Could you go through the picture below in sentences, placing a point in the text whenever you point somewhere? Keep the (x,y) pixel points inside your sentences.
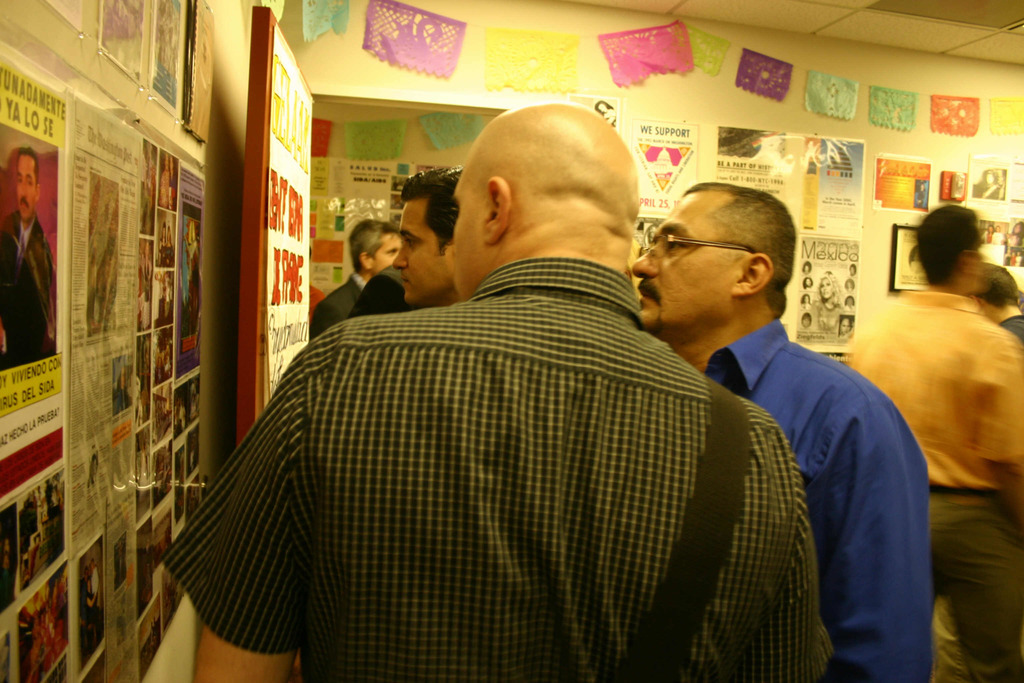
In this image there are people (495,367), door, walls (899,67), posters (670,198) and objects (435,120). Posters (12,140) are on the walls (885,55) and doors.
